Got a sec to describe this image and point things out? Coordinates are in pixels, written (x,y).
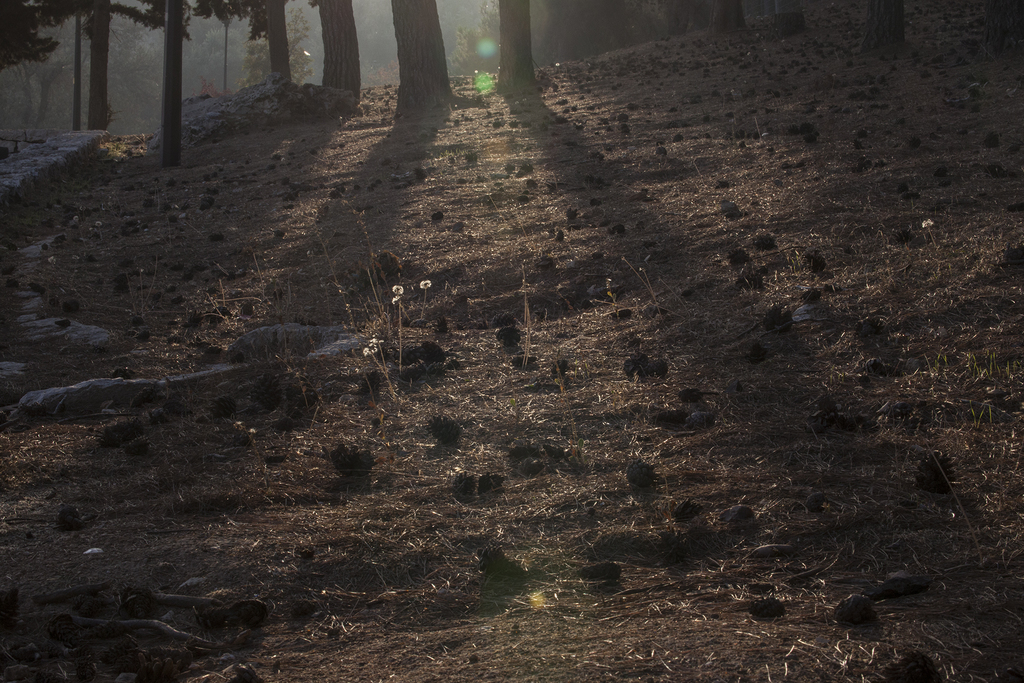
In this image we can see ground (394,426), stones (204,369) and trees (233,74).
